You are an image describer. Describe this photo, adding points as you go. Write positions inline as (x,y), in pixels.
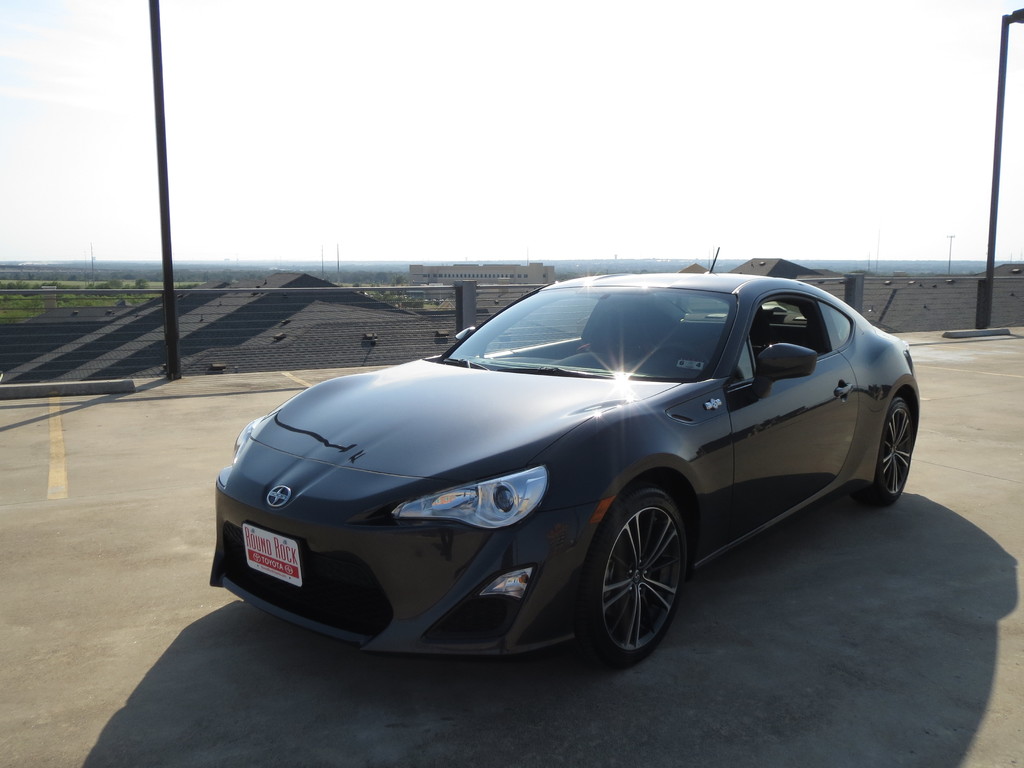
In this image there is a car (619,505) on the road (527,756). Few poles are on the pavement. Behind there is a fence (473,317). Behind the fence (470,305) there are few buildings (355,294). Few trees (383,283) are on the grassland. Top of the image (691,144) there is sky (619,50).
